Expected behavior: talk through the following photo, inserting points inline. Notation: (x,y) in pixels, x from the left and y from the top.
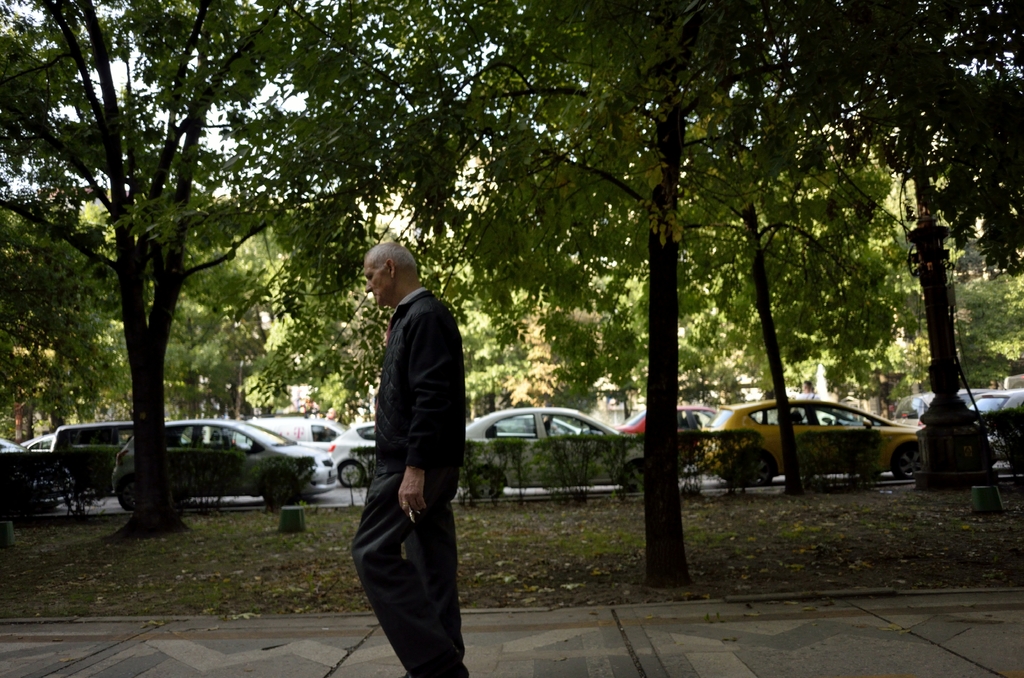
In this image there is a person (395,616) walking on the path (483,652). There are trees (567,272) on the grassland (553,544) having plants (57,494). Behind there are vehicles (320,446) on the road (365,490). Background (703,337) there are trees (538,363).
